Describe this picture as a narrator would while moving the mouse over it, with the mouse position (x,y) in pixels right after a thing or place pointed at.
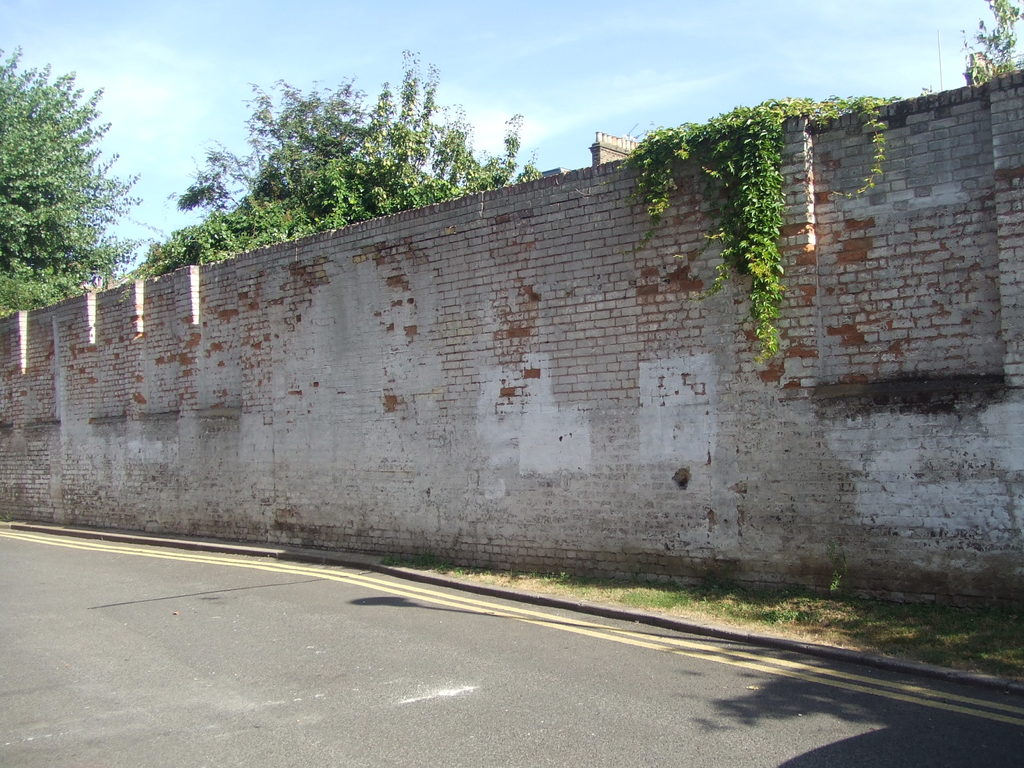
This image is clicked on the road (279,700). Beside the road (267,675) there is a wall (673,358). There are plants (764,139) on the wall (326,267). Behind the wall (319,255) there are trees (222,205). At the top (452,39) there is the sky (676,70). In front of the wall (738,567) there's grass (707,594) on the ground (745,609).
